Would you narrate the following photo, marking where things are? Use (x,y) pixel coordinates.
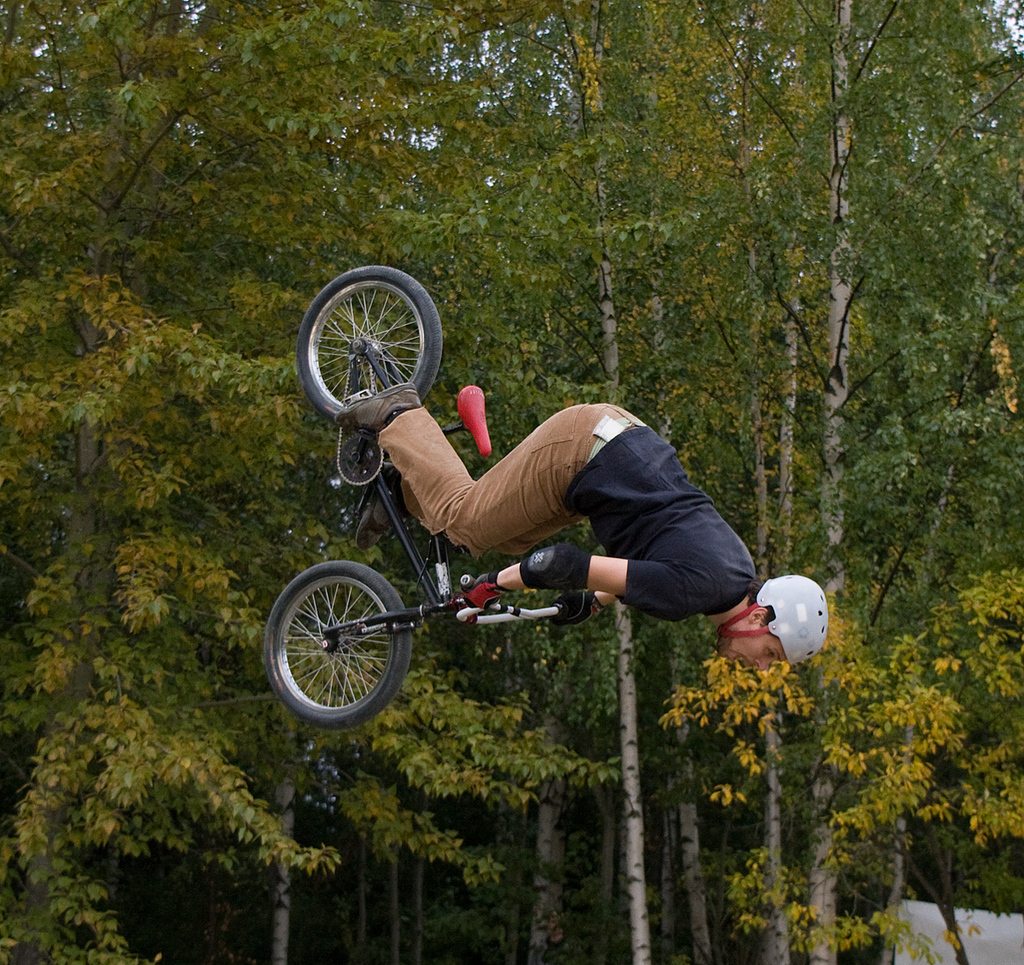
In the picture we can see a man (553,511) jumping by holding a bicycle (406,529) with the hands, there are trees (244,301).
